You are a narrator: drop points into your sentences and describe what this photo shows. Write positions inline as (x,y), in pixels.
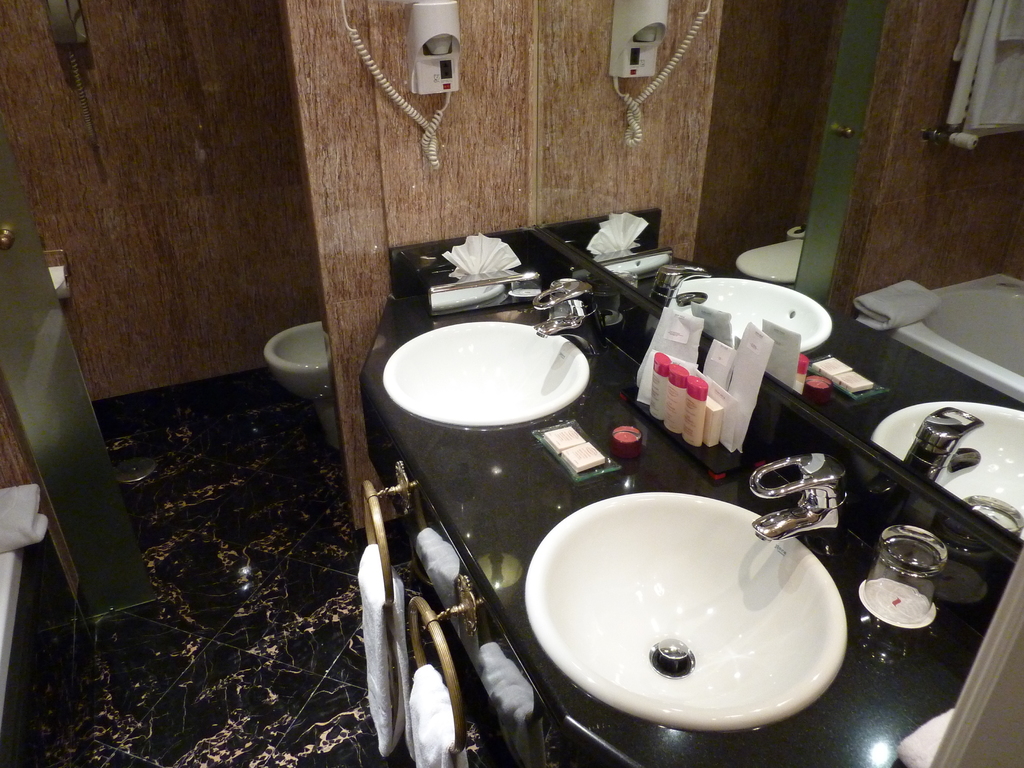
In this image, I can see two wash basins (636,577), taps (565,328), napkins (467,268), bottles (679,389) and few other things (578,446) on a bathroom vanity (500,507). At the bottom of the image (426,730), there are napkins (400,671) hanging to the hangers (434,623) and I can see a floor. At the top of the image (407,103), I can see a hair dryer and an object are attached to the walls (244,82). Behind the wall (349,298), I can see a toilet seat (289,344). On the left side of the image (48,400), there is a toilet paper roll (66,290), glass door (89,529) and a cloth (17,531).
